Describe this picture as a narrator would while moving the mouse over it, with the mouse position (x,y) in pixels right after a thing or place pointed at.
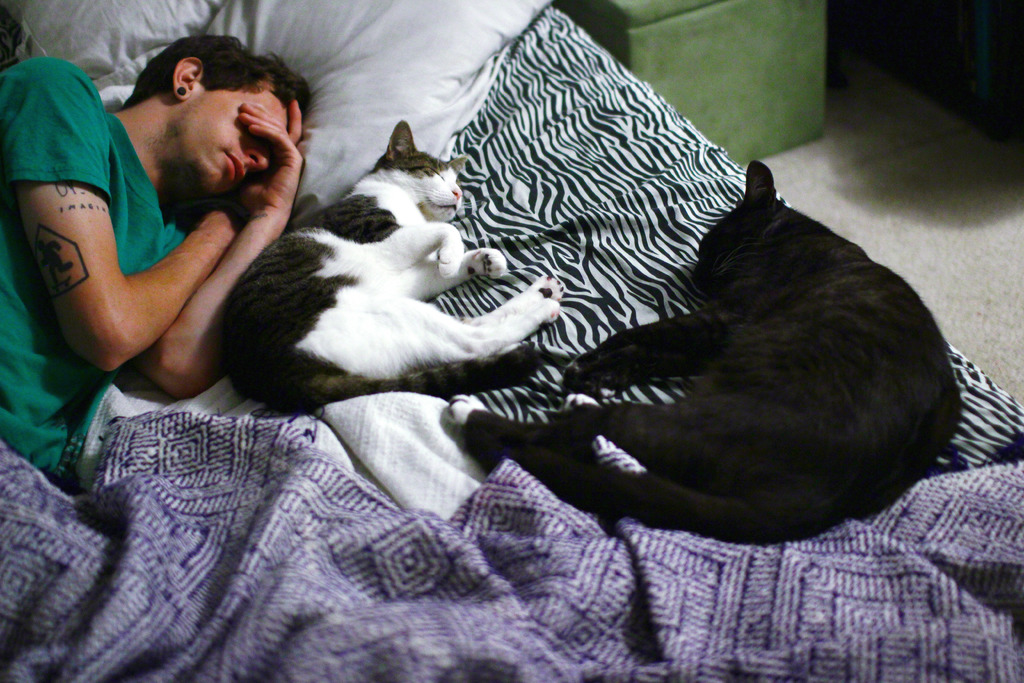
There is a man (163,146) laying on the bed (662,312). This is blanket (779,635) and there are cats (677,413). And this is pillow (357,83). This is floor (911,253).
